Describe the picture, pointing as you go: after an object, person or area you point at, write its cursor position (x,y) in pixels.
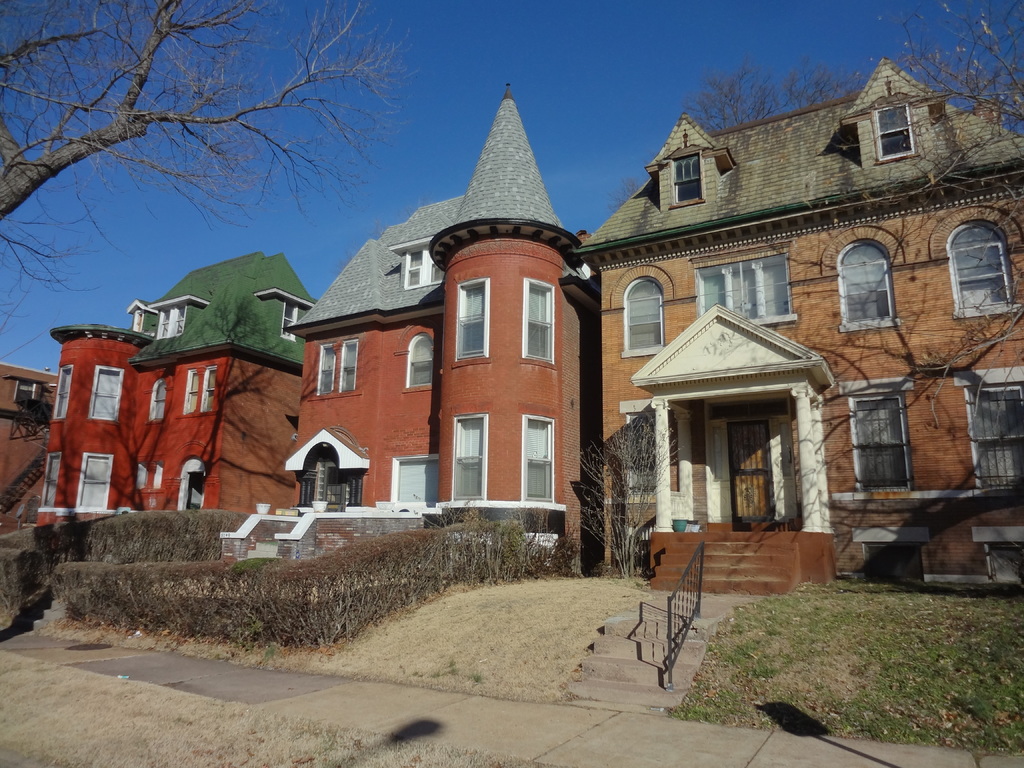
In this image I can see few buildings (394,403) in brown and red color. I can also see few dried trees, at top (445,182) sky (445,182) is in blue color.
